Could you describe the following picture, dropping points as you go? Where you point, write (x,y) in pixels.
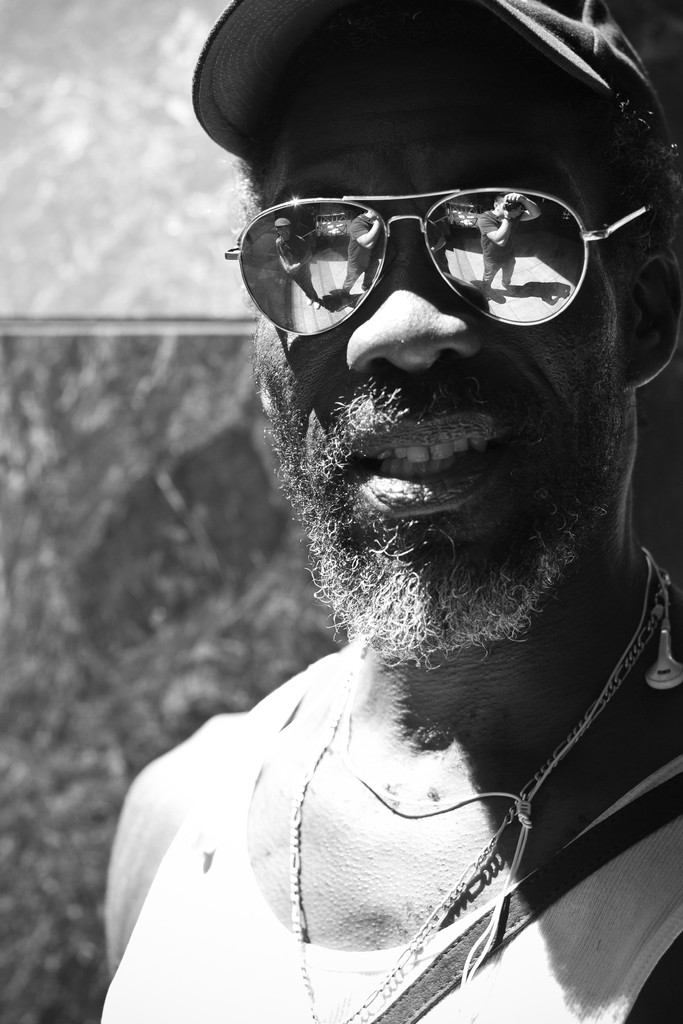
In this image we can see a black and white image of a person (375,608) with goggles (410,219) and we can see a reflection (505,244) of a person (507,220) clicking picture with a camera (517,206) and a person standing beside the person (490,243) on the floor (315,288) and the background (18,607) is blurred.
